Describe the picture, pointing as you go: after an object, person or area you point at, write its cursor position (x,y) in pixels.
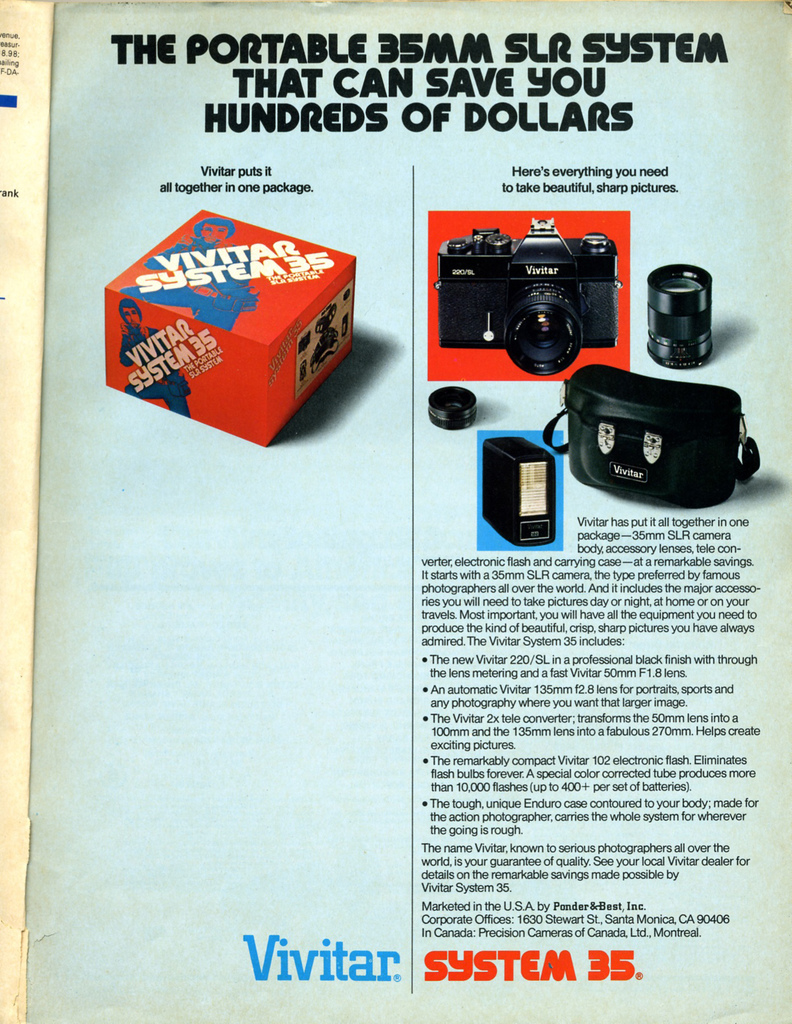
In this image there is an article (455,329) in which we can see that there are cameras (580,299), lens (660,347) and lights (521,440) on the right side (531,299) and a box (255,307) on the left side (222,301). At the bottom (570,761) there is some text (547,668).
